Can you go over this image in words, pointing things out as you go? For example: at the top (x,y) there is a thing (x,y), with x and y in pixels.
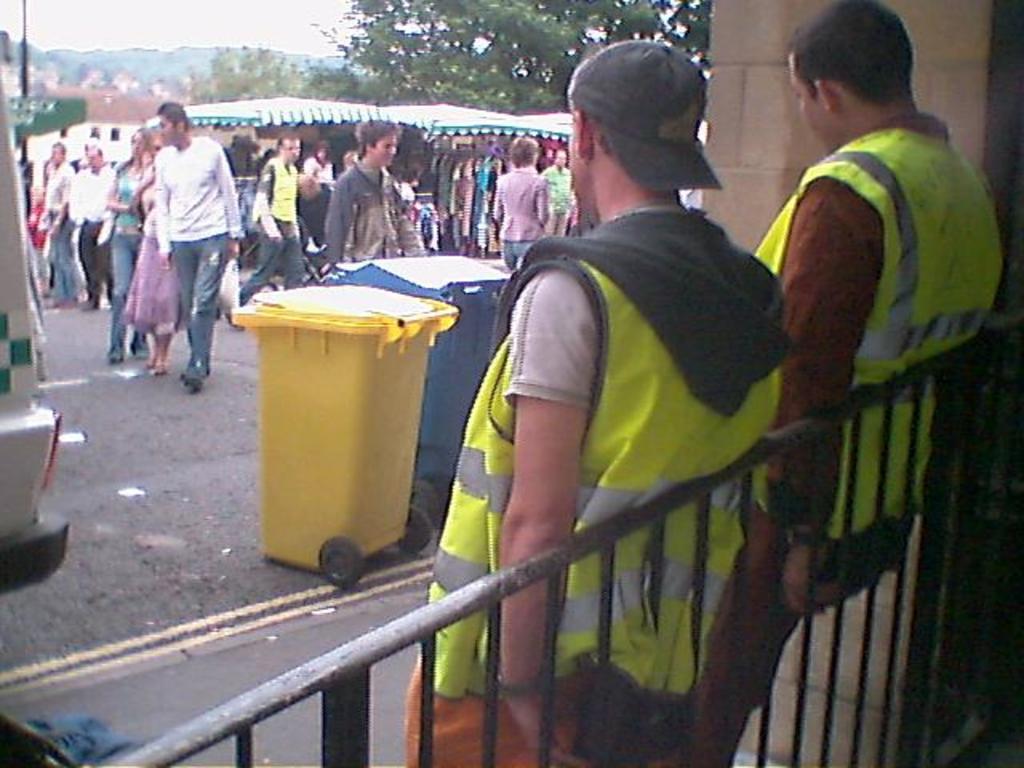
In this image there are two officers (653,307) standing on the floor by wearing the jackets (905,188). In front of them there is a road (37,621) on which there are so many people (161,146). In the middle (389,371) there are two dustbins (389,371). On the left side (33,368) there is a vehicle (25,519) on the road (28,608). At the bottom (489,741) there is a grill (834,643). At the top (391,35) there are trees (425,30). Beside the road (42,608) we can see there are tents (508,122) under which there are shops (450,182).
